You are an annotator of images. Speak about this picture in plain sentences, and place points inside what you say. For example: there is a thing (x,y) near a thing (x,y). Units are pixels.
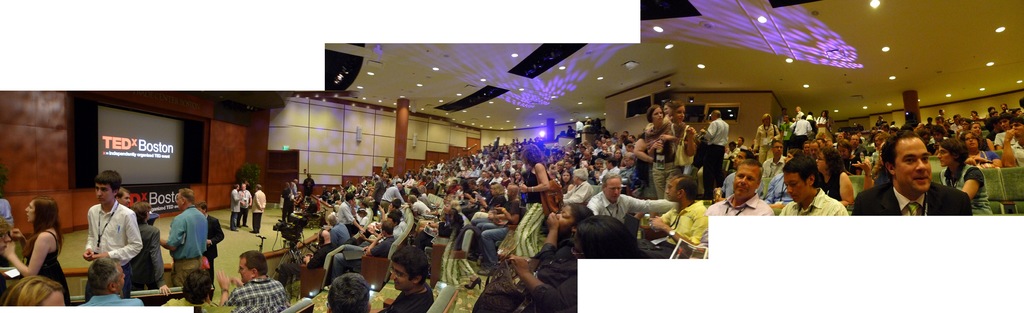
In the picture I can see a group of people (957,180) sitting on the chair (298,303) and I can see a few of them are having a conversation. I can see a few of them walking on the carpet (243,225). I can see a few people (248,197) standing on the stage (220,217). There is a screen (112,144) on the left side (173,143). There is a lighting arrangement (820,65) on the roof (736,64).
